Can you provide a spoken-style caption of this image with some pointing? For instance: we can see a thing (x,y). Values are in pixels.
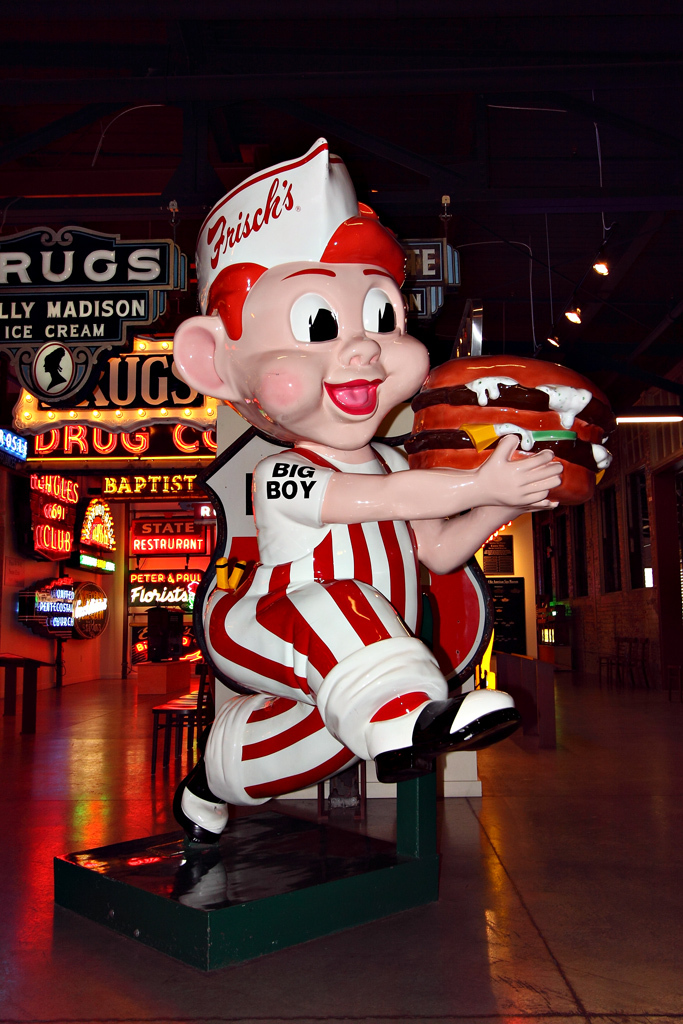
In the center of the image (285,549) we can see a statue (422,697). In the left side of the image (101,538) we can see some chairs (200,707) placed on the floor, group of sign boards (55,277) with some text (188,576). On the right side of the image (502,622) we can see frames (509,614) on the wall (649,472) and some lights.
